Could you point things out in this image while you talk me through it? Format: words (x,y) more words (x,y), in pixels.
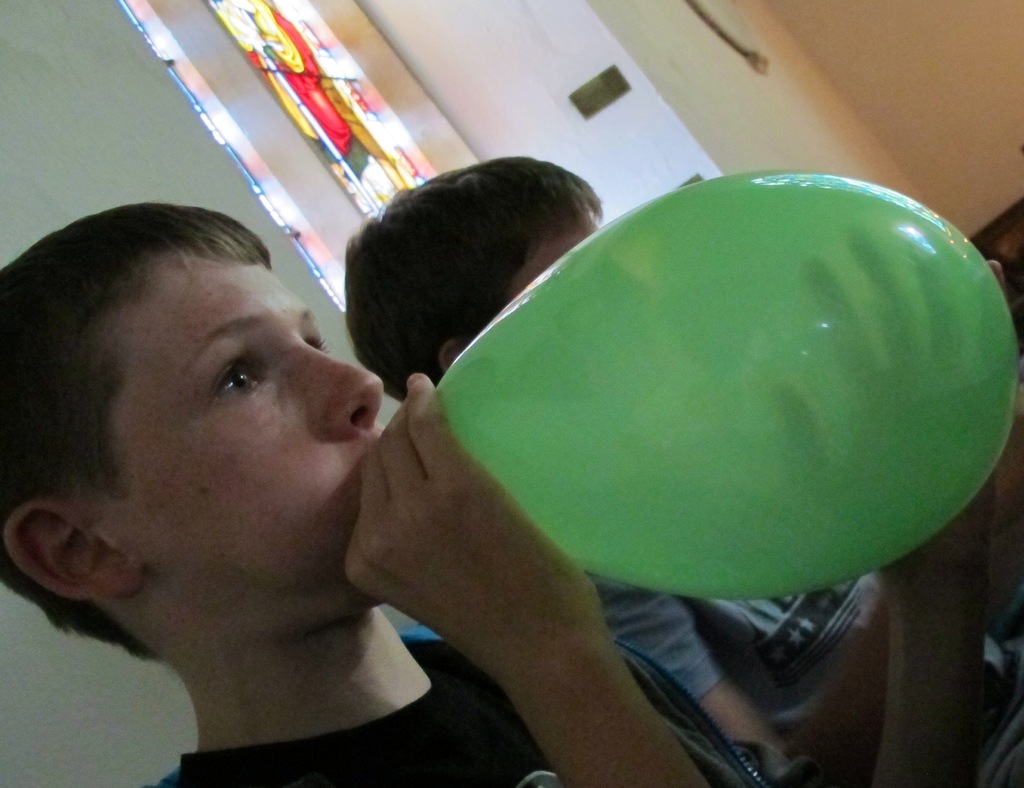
This picture is clicked inside. In the foreground (119,377) there is a person (236,569) wearing black color t-shirt (433,719) and blowing air into the green color balloon (815,361) and seems to be sitting on the chair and there is another person (501,259) wearing t-shirt (797,654) and seems to be sitting on the chair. In the background (655,74) we can see the wall (173,98).
